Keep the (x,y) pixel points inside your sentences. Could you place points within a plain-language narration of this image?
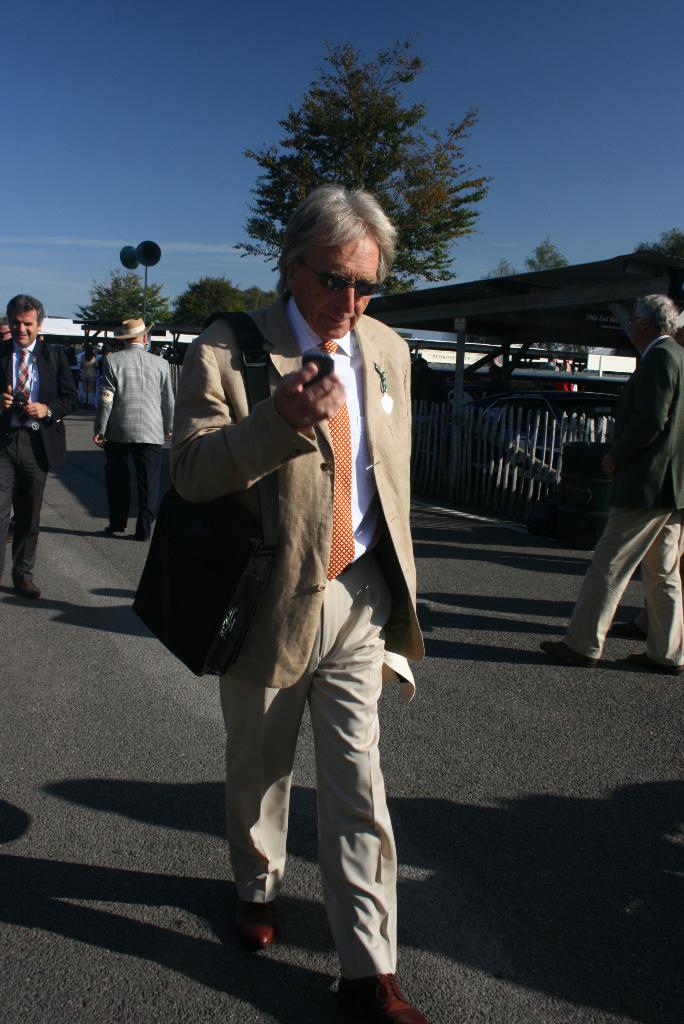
In this picture we can see a group of people (31,354) walking on the road (469,556), fence (471,480), shed (656,287), trees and in the background (267,287) we can see the sky (262,84) with clouds (138,243).
